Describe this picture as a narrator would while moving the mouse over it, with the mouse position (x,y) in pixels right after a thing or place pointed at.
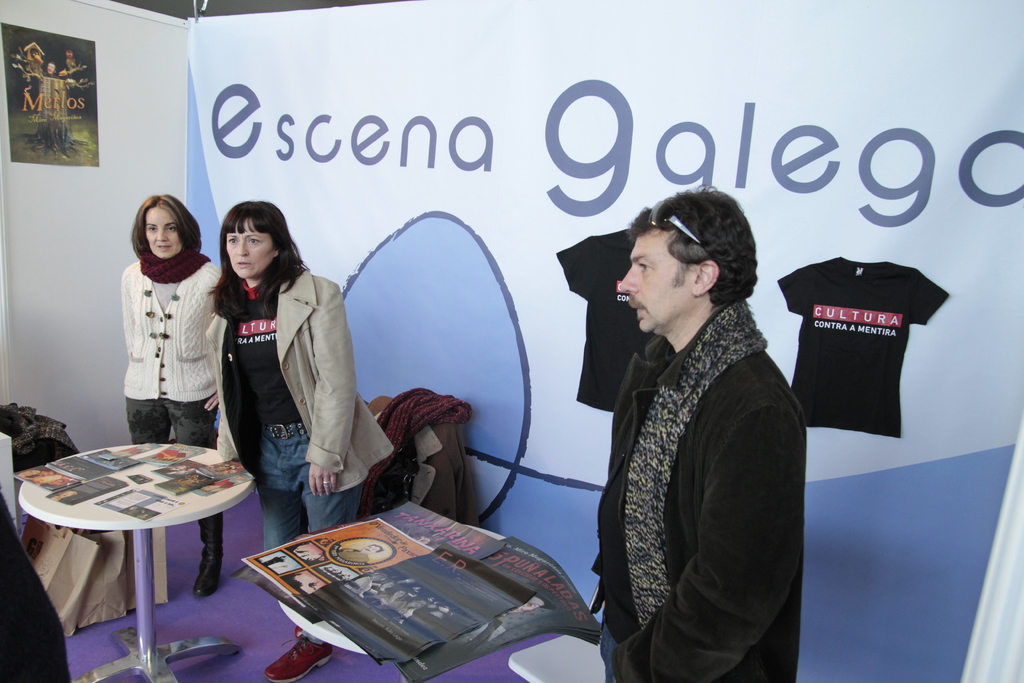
In this picture there are three people (343,462) standing. On the right (721,615) a man (750,398) in black dress (758,468) is standing and to the left (250,310) there are two women (277,323) standing. In the background (901,137) there is a banner (580,117) and in the image there are two tables (134,472) on each table (155,486) there are posters (437,598). In the center (463,440) there are some clothes (417,399). And to the left (77,116) there is a poster (43,81) sticked on the wall (57,295).
